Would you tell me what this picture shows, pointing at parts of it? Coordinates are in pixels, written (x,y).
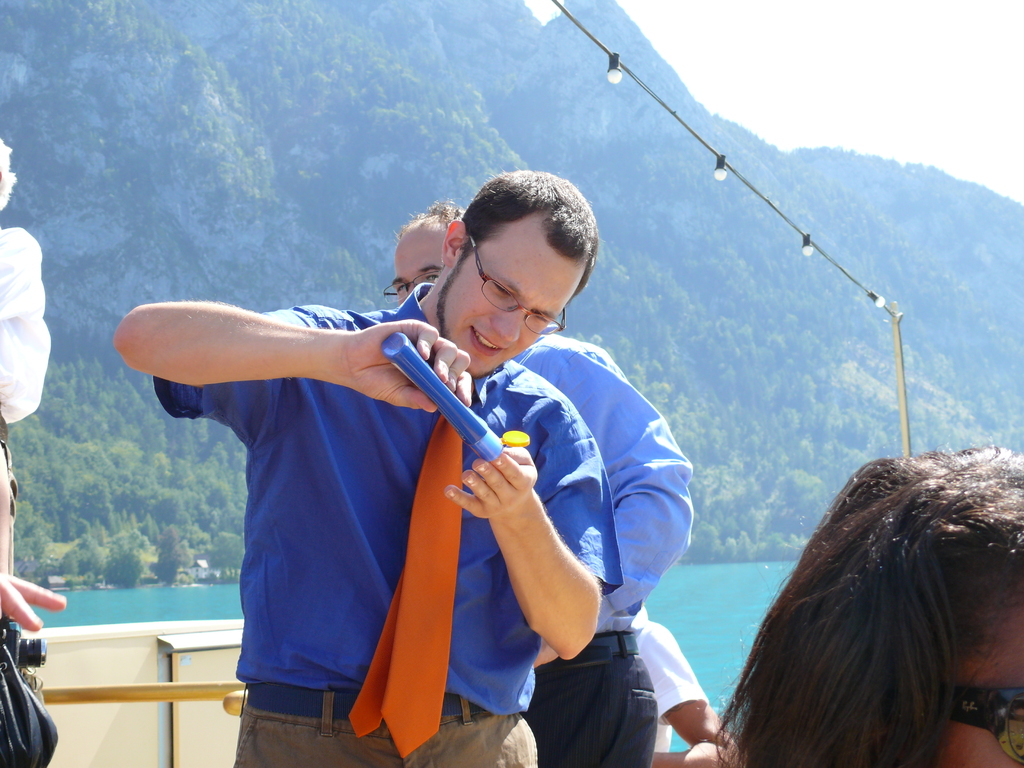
As we can see in the image there are few people (464,396) standing in the front (581,707). The person (6,606) on the left side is holding camera (2,637). There is water (750,602) and hill (291,153). On hill (278,121) there are trees (228,152). On the top (801,36) there is sky (736,66).
